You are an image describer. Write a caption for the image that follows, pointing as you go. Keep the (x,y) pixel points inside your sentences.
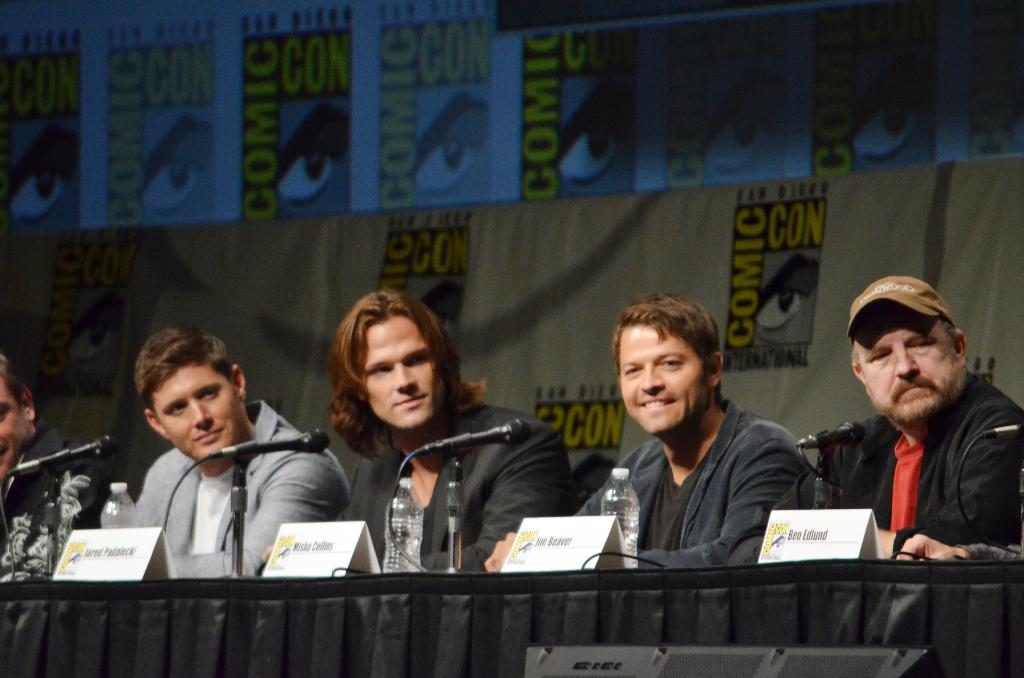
In this picture I can see few people (502,476) seated in the chairs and I can see few microphones (457,537), water bottles (404,563) and name boards (133,561) on the table (767,624) and I can see a black cloth (541,607) to the table (221,577) and I can see an advertisement banner (536,214) in the back (428,192) with some text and looks like few speakers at the bottom of the picture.
